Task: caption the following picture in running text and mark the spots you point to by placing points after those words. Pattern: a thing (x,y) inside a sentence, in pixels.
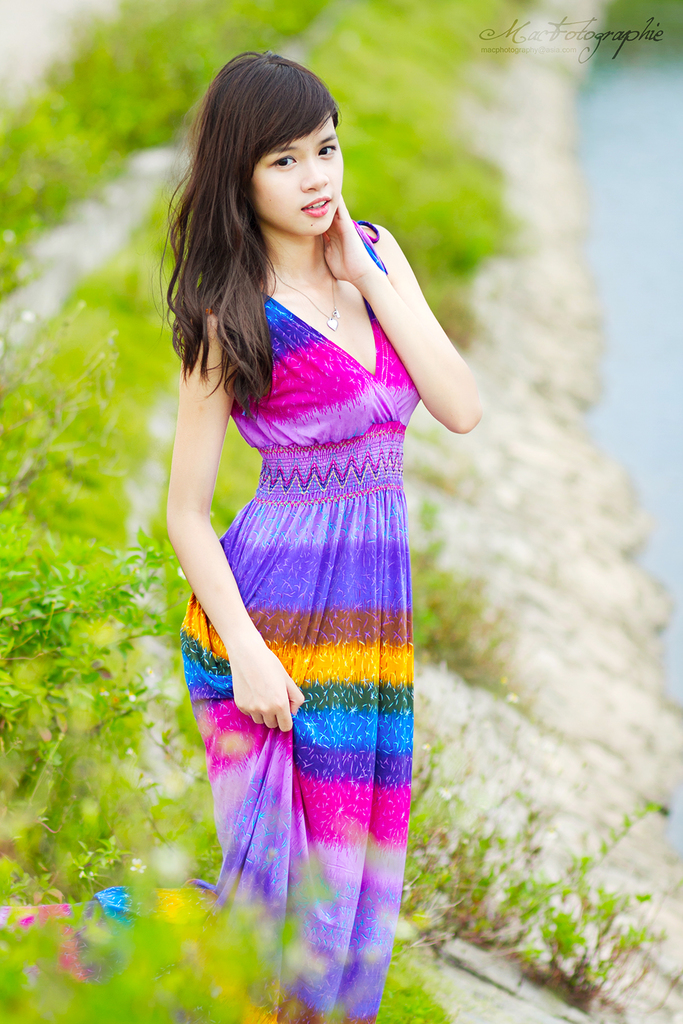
In the center of the image (327,487) we can see a lady (320,249) standing. In the background (143,688) there are plants (73,528).
